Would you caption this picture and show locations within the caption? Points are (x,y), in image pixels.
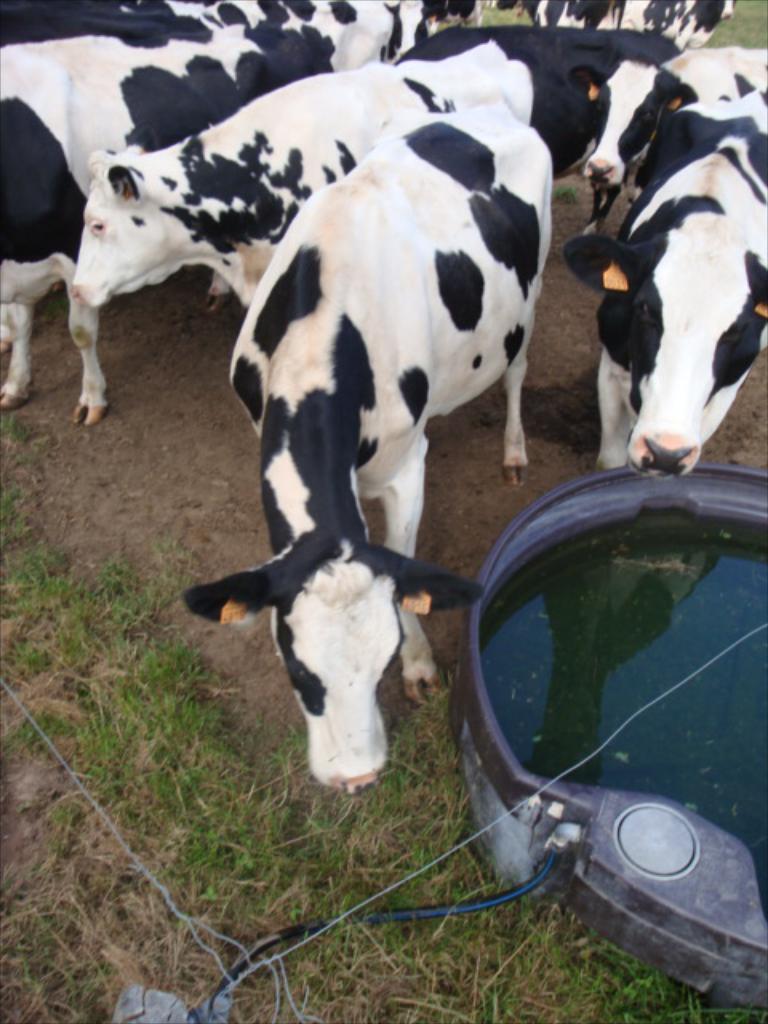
This picture seems to be clicked outside. In the foreground (312,853) we can see the grass (520,968). On the right (546,609) there is a container (662,909) containing water (592,712) and we can see the cable (492,900) and some other items (186,1019) lying on the ground (244,979). In the center (257,430) we can see the group of animals (565,139) seems to standing on the ground (193,633).
